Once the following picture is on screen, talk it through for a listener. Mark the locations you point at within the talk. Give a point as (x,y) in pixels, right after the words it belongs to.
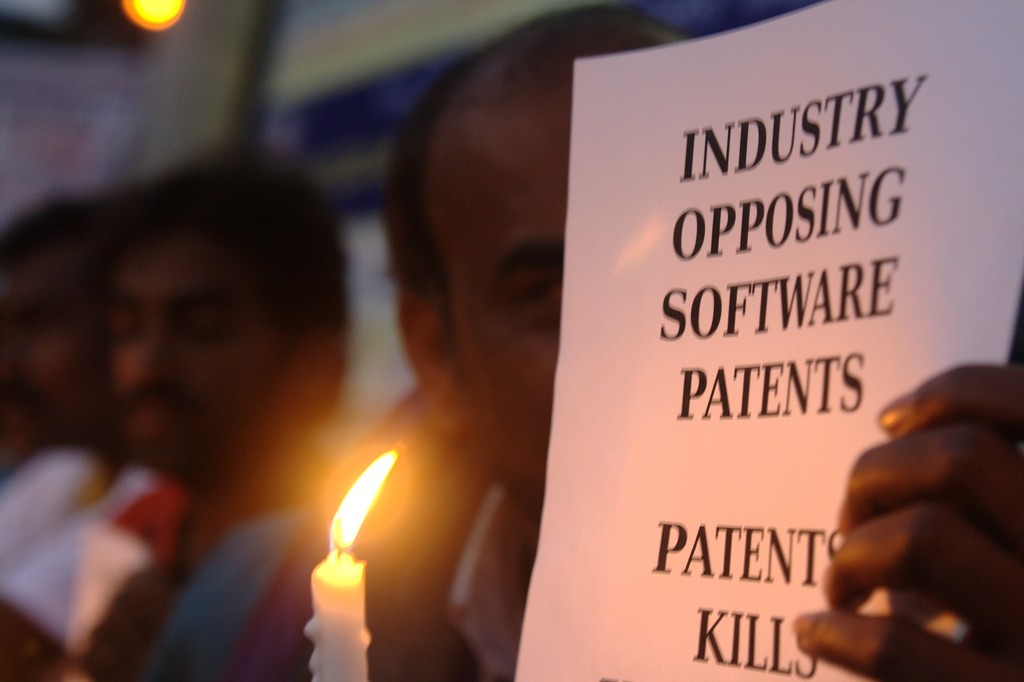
In this image there are a few people (343,331), one of them is holding a paper (724,396) with some text (747,539) on it and a candle (346,581). The background (262,63) is blurred.
